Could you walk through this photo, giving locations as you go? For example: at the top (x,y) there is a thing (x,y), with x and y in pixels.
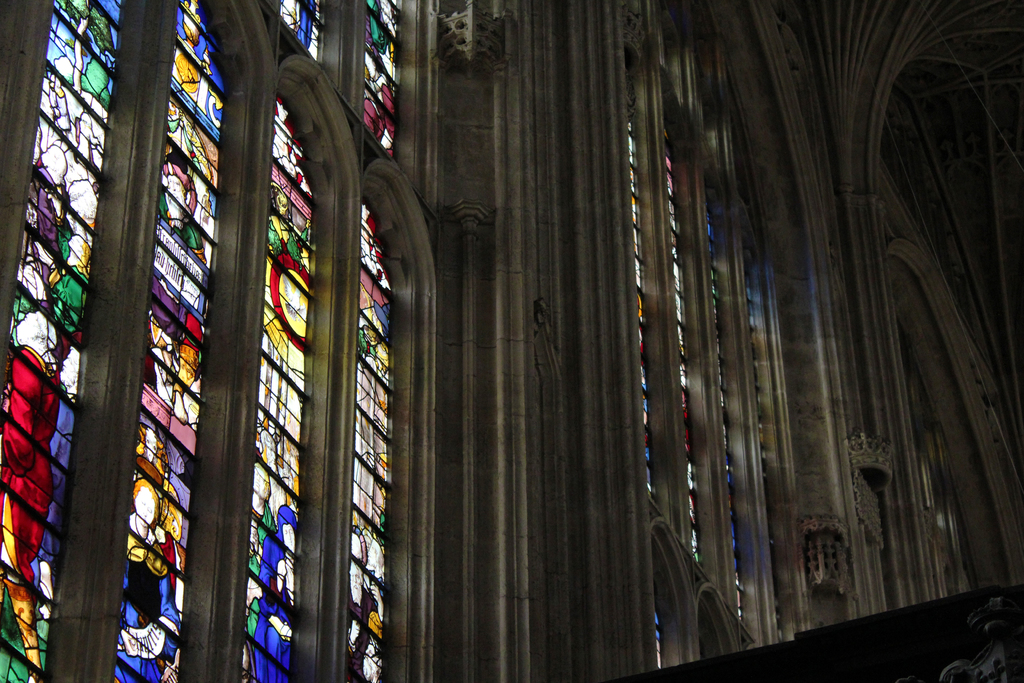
In the image there are walls (589,411) with arches (304,94), glasses (171,656) and pillars (806,554) with designs (879,441) on it. There are images (60,291) on the glasses (284,489).
